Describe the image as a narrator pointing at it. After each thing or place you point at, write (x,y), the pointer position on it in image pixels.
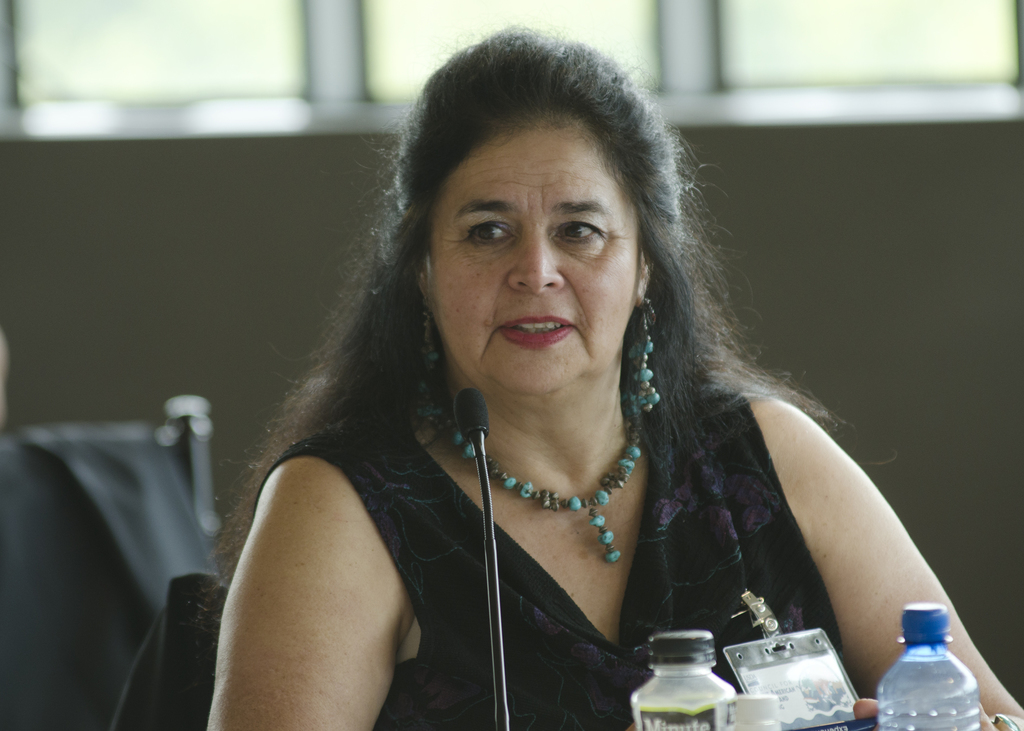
In the middle of the image (642,331) a woman (630,214) is sitting in front of a microphone (472,391). Bottom right side of the image (689,632) there are some bottles (665,721). Bottom left side of the image (203,605) there is a chair (134,445). Behind the chair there is a wall (1003,214).
